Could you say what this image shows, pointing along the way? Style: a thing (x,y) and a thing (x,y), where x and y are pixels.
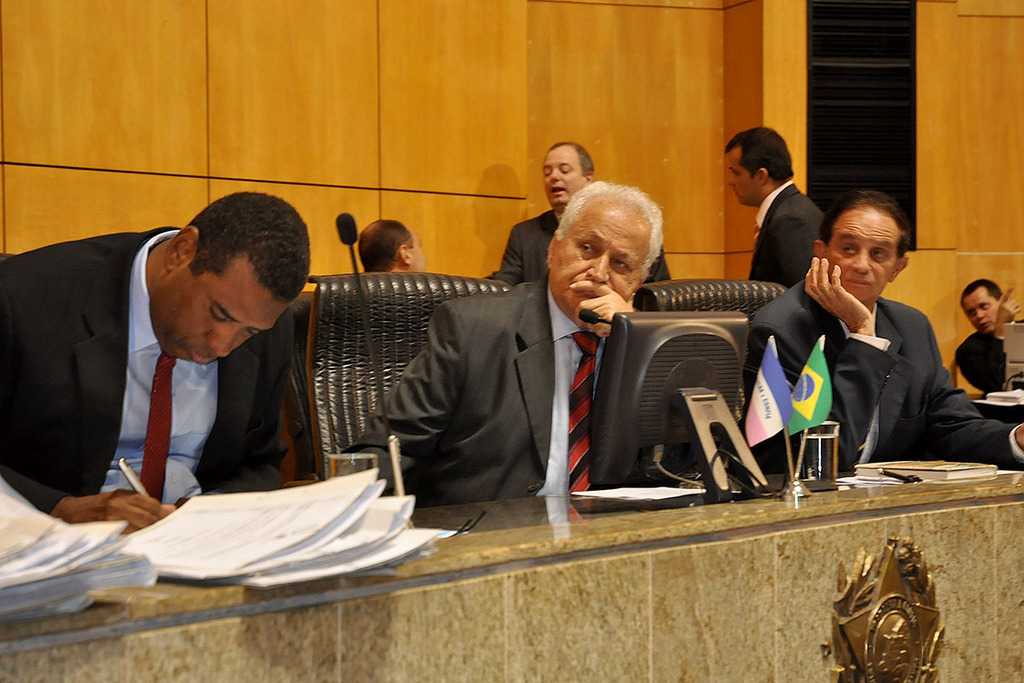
In this image there are people (212,425) sitting on chairs (702,305), in front of them there is a table (686,509) on that table (998,502) there are papers (355,512) computer (647,440), flags (789,414), glass (821,450), book (929,480), in the background (767,250) there are two persons (795,205) standing and there is a wooden wall (954,319).
